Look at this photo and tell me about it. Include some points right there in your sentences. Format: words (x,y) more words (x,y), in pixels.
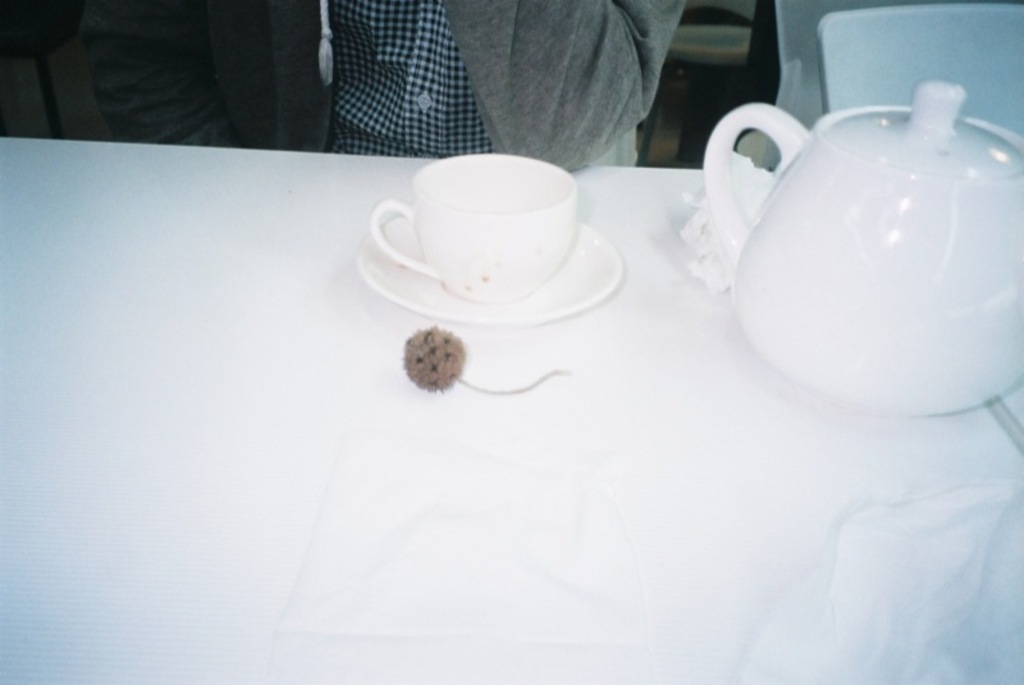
On this table (13,326) there is a teapot (854,326), cup (490,261) and saucer (549,282). Beside this table (347,236) a person (502,53) is sitting.
